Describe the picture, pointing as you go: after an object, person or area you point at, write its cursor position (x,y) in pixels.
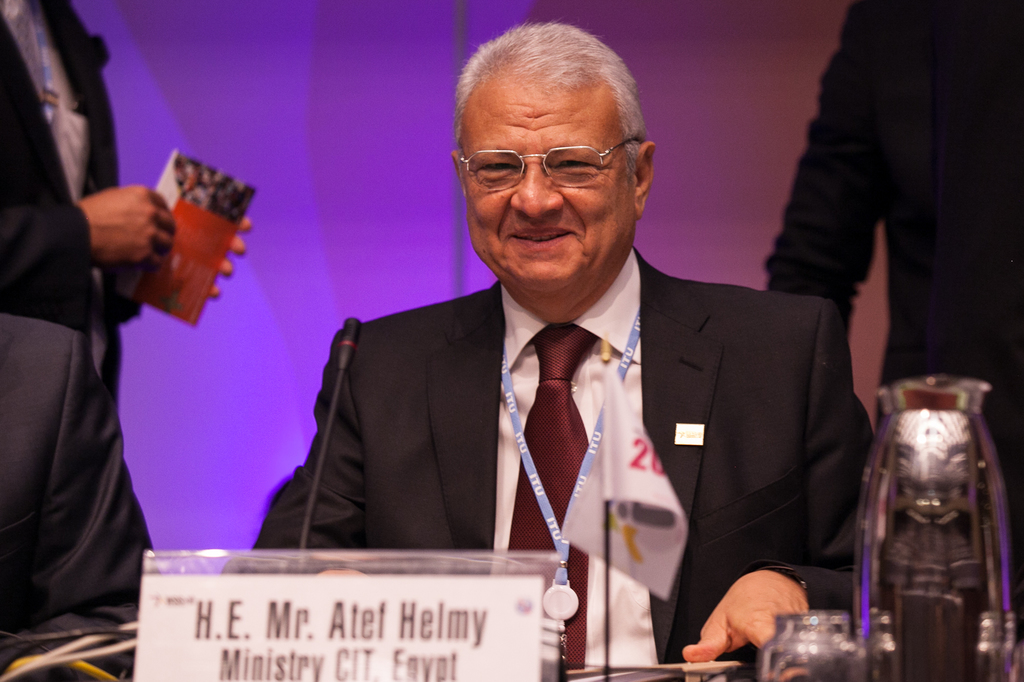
This picture describes about few people (557,328), in the middle of the image (621,338) we can see a man (593,375), he wore spectacles (512,158) and he is smiling, in front of him we can find a microphone (342,382) and other things (905,622).
